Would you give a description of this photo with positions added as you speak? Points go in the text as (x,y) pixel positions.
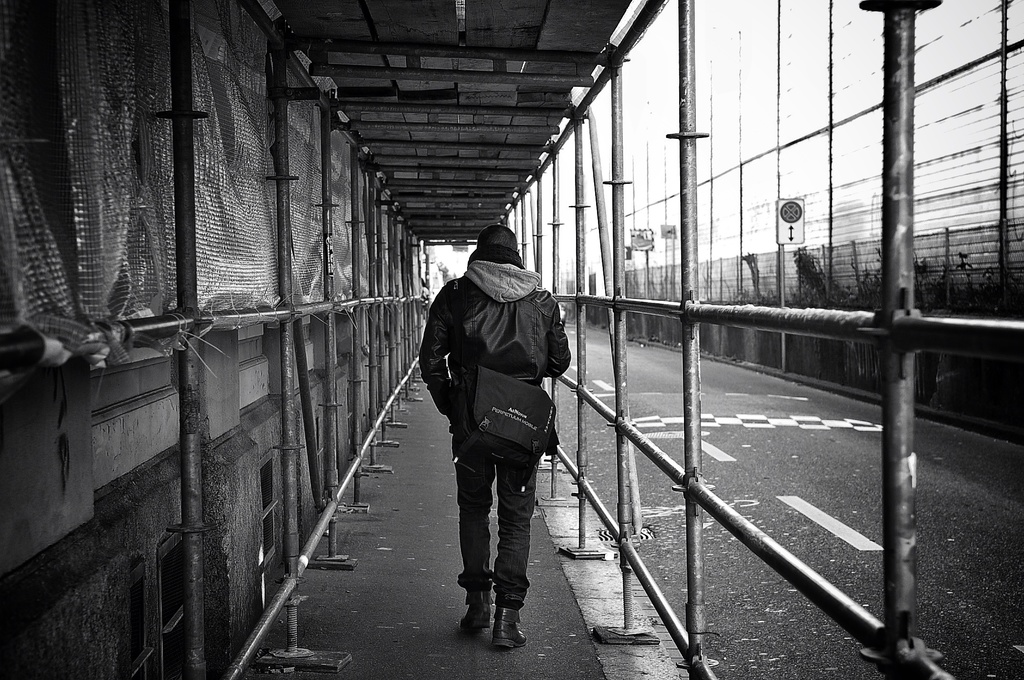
In this image we can see a person (470,478) walking, and he is wearing a bag (481,377), beside him there is a fencing (719,291), there are some sign boards (791,225), and some plants (994,310).
